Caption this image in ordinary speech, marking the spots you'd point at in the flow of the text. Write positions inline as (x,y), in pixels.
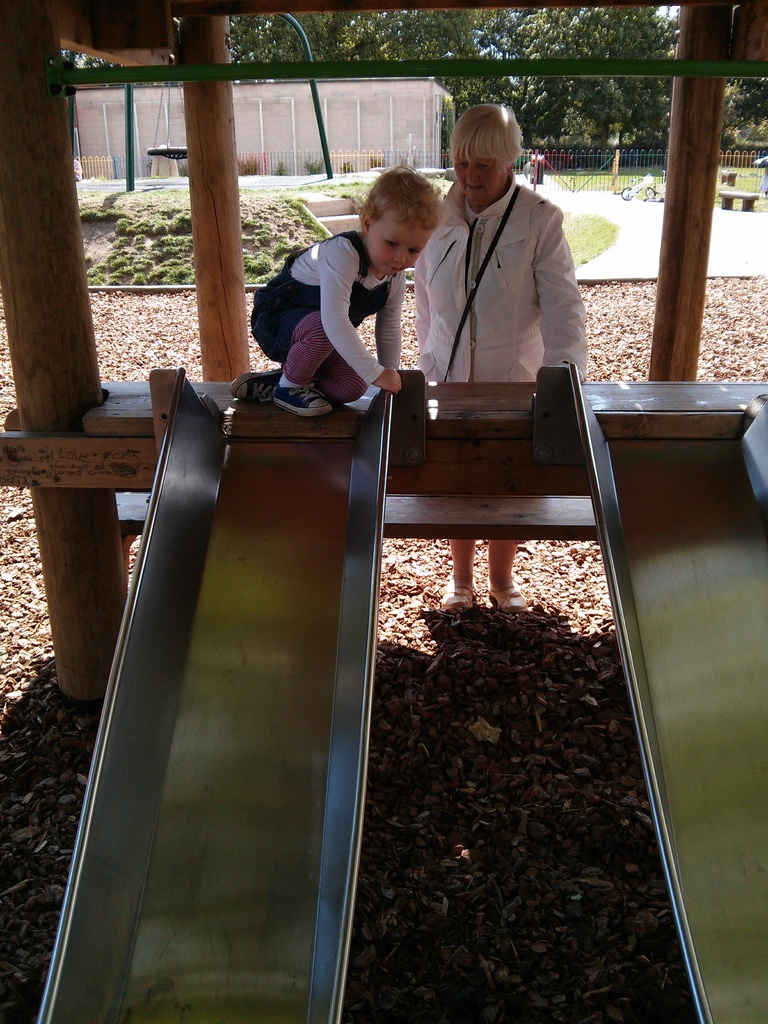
In this image there is a child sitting on the wooden platform (429,402). In front of him there are slopes (309,522). Behind him there is a person (512,566) standing. At the bottom of the image (465,786) there are wood chips (537,829). There are pillars (38,41). In the background of the image (541,28) there is a metal fence (731,172), poles (654,73), trees (597,40). There is a building (396,107) and a few other objects (762,158).
